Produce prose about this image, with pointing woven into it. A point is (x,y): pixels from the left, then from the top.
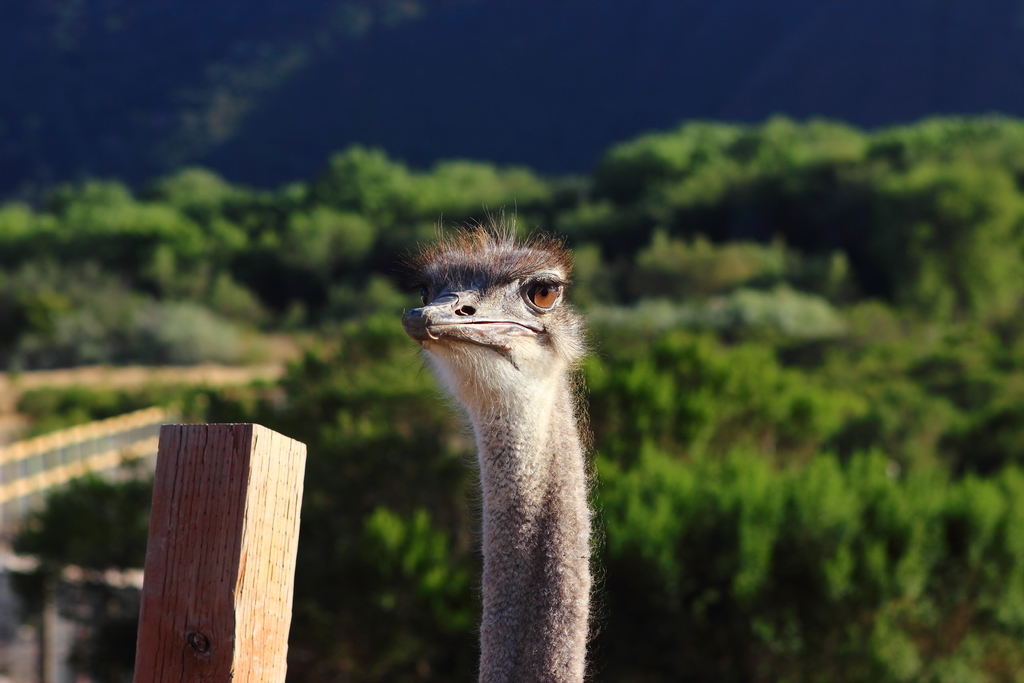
In this image we can see there is a bird (485,325) and on the side there is a wooden stick (238,507). At the back (748,293) there are trees (360,225) and a hill (492,78).
